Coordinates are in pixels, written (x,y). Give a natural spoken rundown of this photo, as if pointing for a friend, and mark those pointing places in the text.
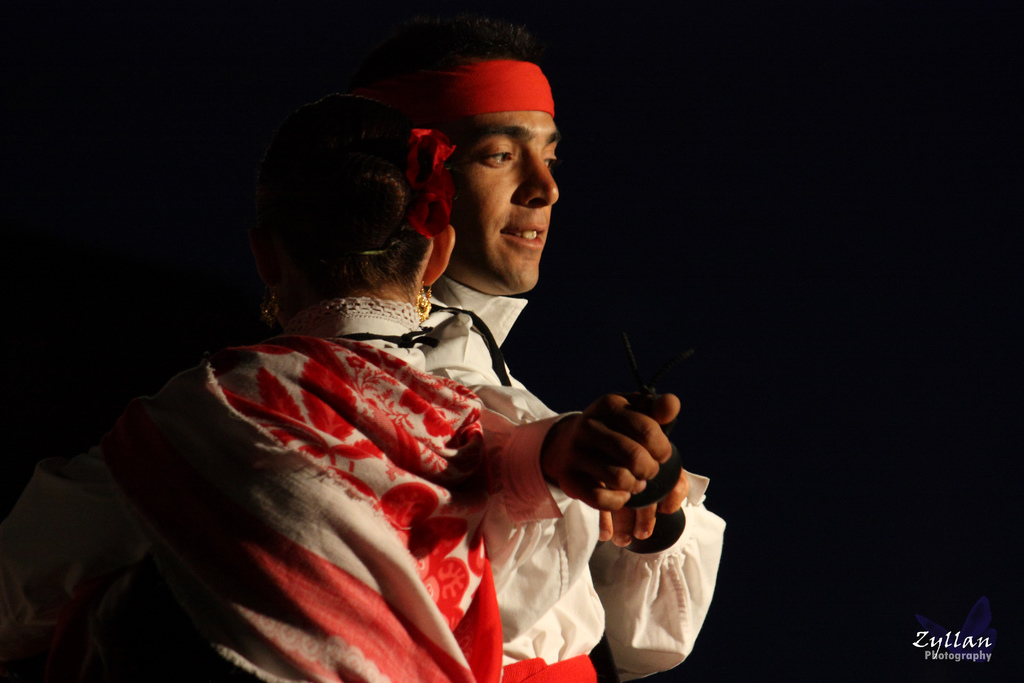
In this image, we can see persons (505,300) wearing clothes (466,448) on the dark background. There is a text (939,635) in the bottom right of the image (933,647).
